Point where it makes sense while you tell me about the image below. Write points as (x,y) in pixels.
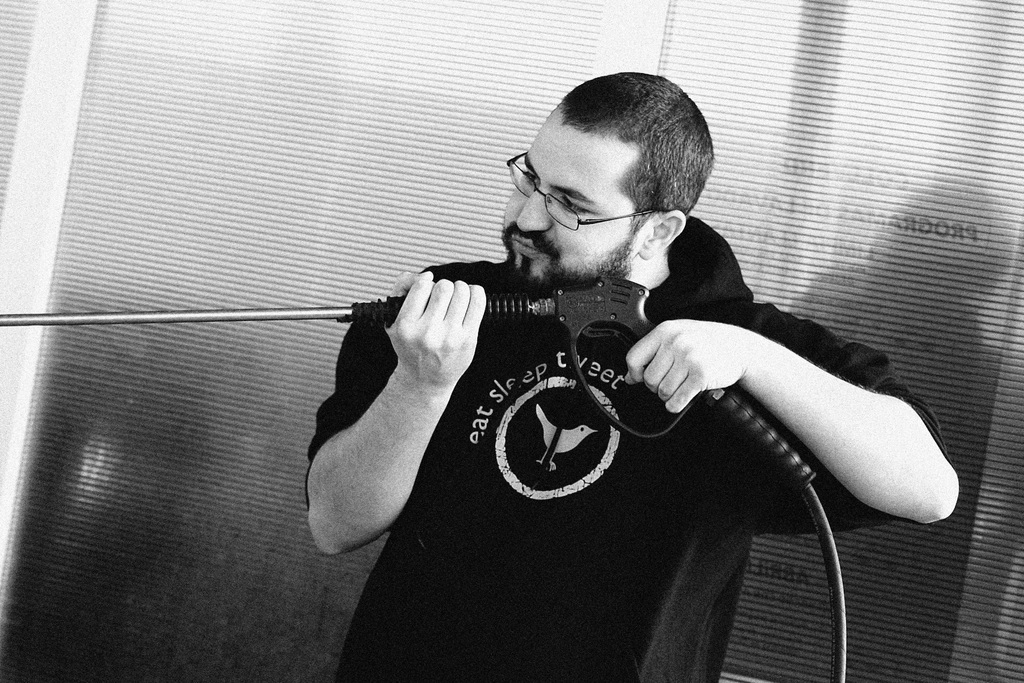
In this image we can see a man (616,349) standing and holding an object (558,317). In the background (304,254) there are blinds (318,160).
